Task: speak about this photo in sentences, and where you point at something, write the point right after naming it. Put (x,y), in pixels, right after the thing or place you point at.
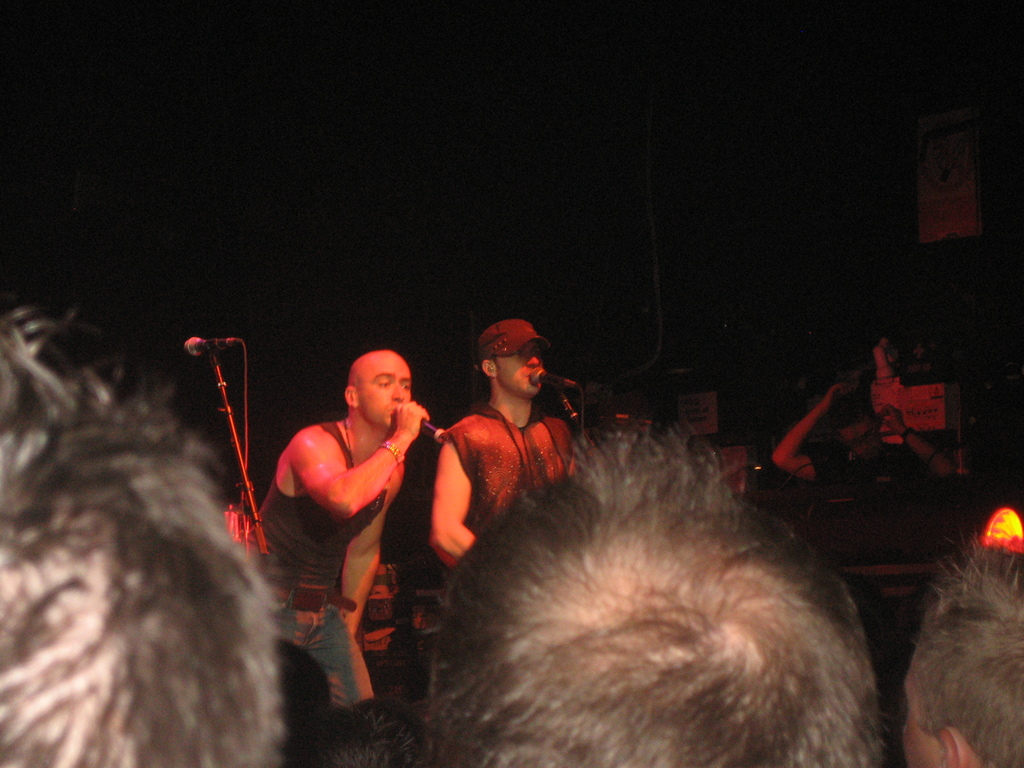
In this picture there are boys (388,462) in the center of the image (362,484) and there are mics (543,372) in front of them and there are people (512,533) at the bottom side of the image (729,561), there is a poster (964,184) in the background area of the image (931,209).
